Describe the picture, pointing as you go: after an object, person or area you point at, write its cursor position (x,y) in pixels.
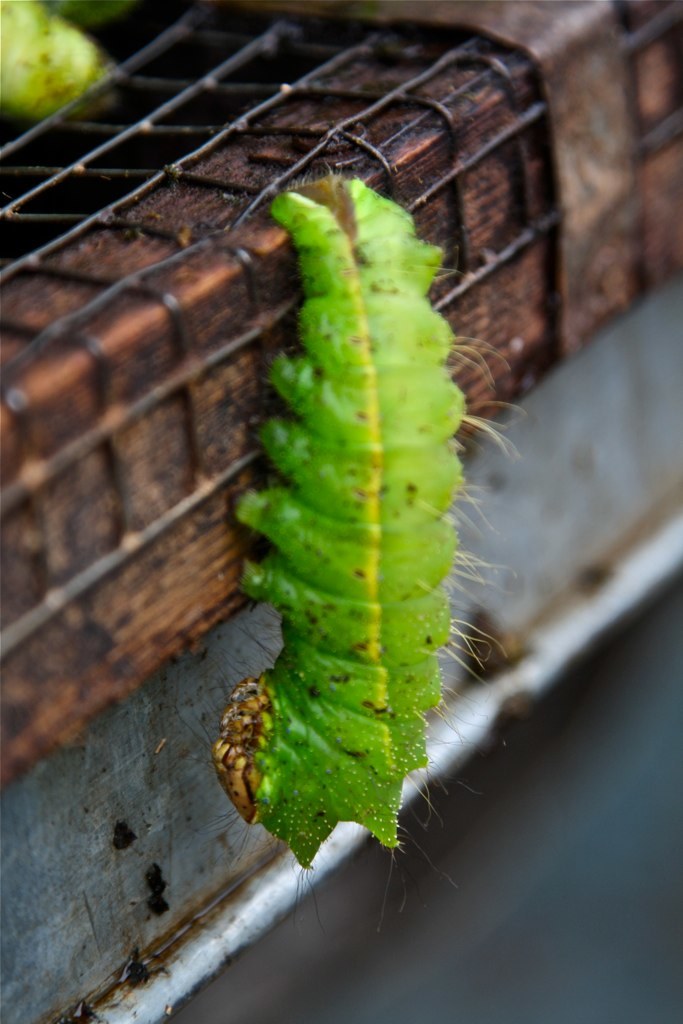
In this picture I can see a green color caterpillar (309,266) and I can see a metal fence (152,129).
